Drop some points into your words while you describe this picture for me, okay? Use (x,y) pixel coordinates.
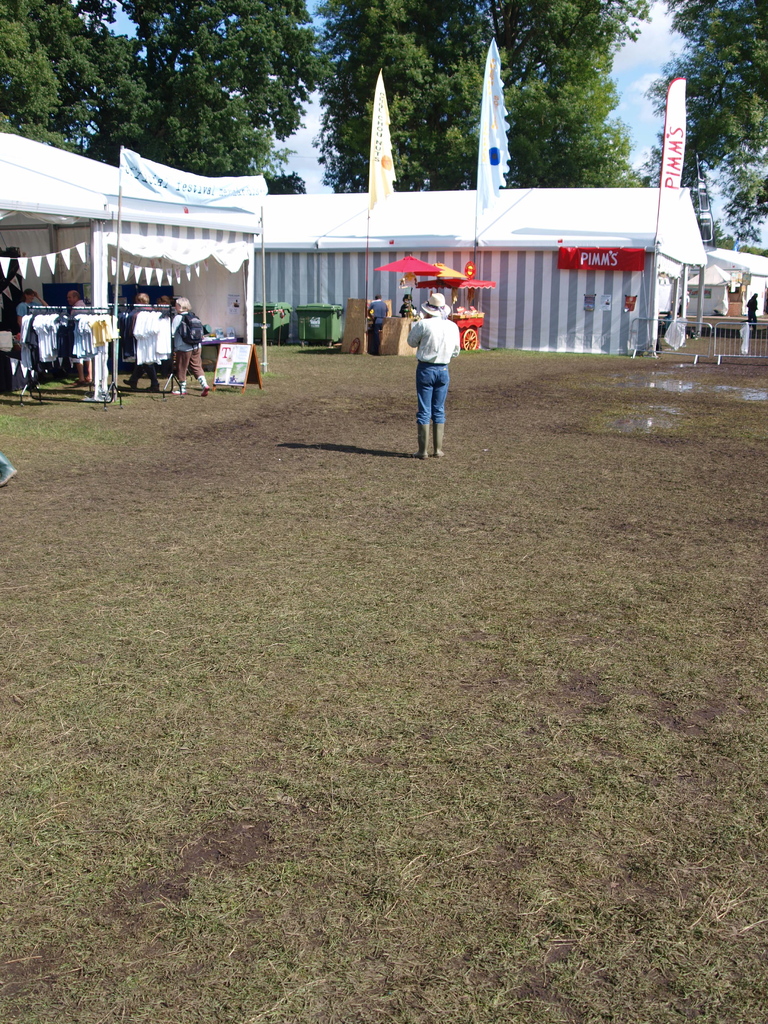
In the center of the image (453,354) there is a person (426,369) standing on the grass (222,514). In the background (753,218) we can see tents (142,237), flags (152,176), advertisement (147,187), fencing (731,345), trees (43,48), sky (616,69) and clouds (654,36). At the bottom (343,715) there is grass (304,736).
